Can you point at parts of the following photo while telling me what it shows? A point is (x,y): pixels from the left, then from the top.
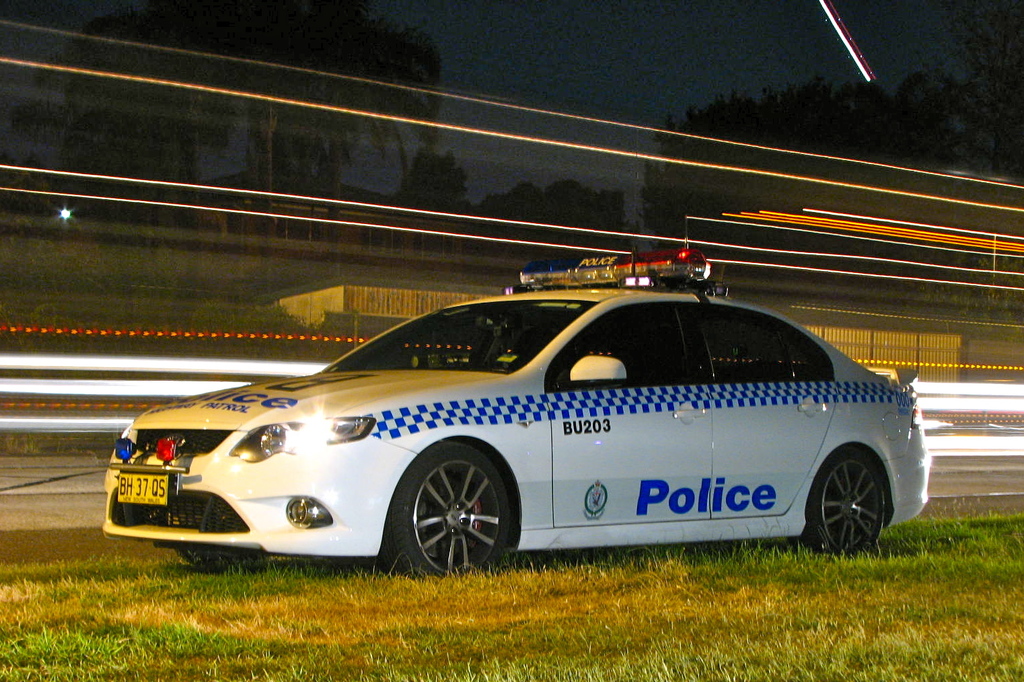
In this image we can see a police vehicle (482,493) on the grass (90,563). We can also see the road (57,511), wires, light (751,219), building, fence (827,333) and also the trees (408,70). We can also see the sky (669,97) and this image is taken during the night time.
